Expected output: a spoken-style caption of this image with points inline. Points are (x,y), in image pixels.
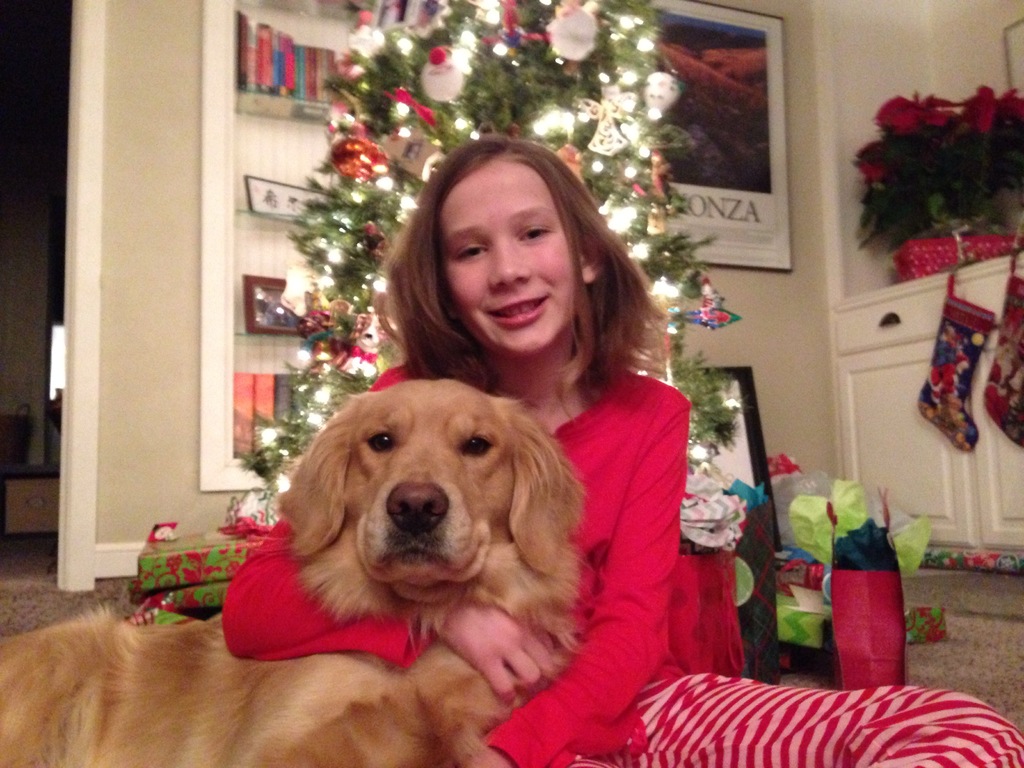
This picture is clicked inside the room (92,108). In the center (565,285) we can see a girl (467,343) sitting, smiling and holding the dog (328,594). In the background (505,21) we can see the picture frame (723,84) hanging on the wall (820,167) and we can see the flowers (988,89), green leaves (1000,150), socks (966,339), wooden cabinet (882,418) and the shelves (273,175) containing books (268,414) and some other items (285,194) and we can see the decoration lights (634,19), Christmas tree (630,197) and some other decoration items (523,29) and we can see the gift boxes (215,568), bag (881,573) and many other objects (821,549) are lying on the ground (945,589) and we can see the wall (147,168) and some other items (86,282).
